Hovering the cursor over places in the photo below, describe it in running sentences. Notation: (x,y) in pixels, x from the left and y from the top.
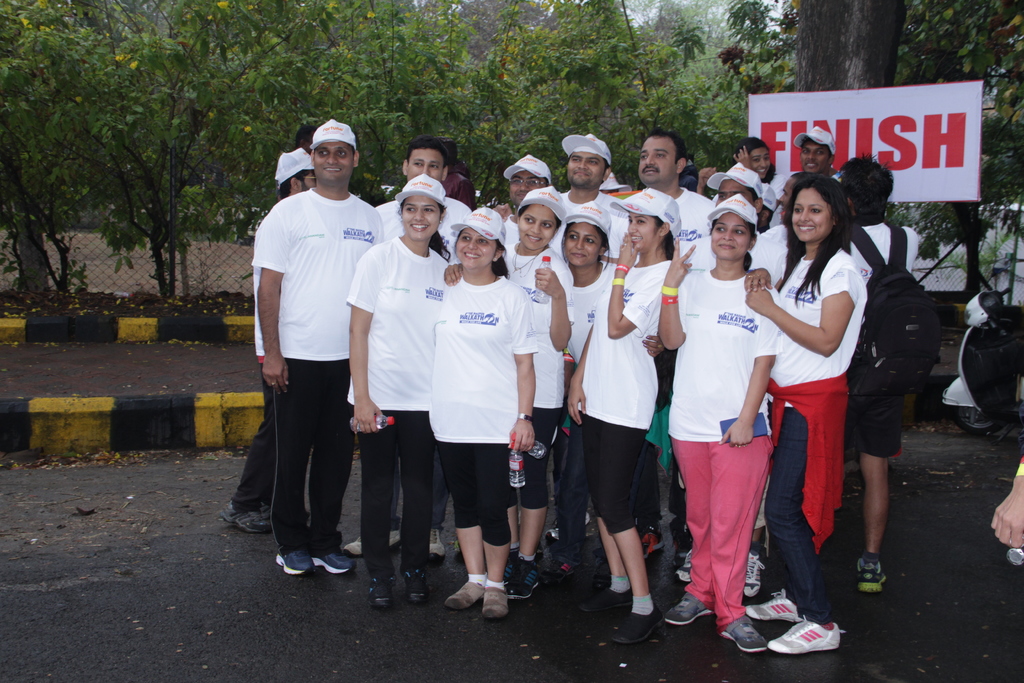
In this image I can see group of people (329,142) standing wearing white shirt (408,291), black pant (321,426). Background (923,104) I can see white color banner (934,90), trees (583,123) in green color and sky (632,23) in white color.
